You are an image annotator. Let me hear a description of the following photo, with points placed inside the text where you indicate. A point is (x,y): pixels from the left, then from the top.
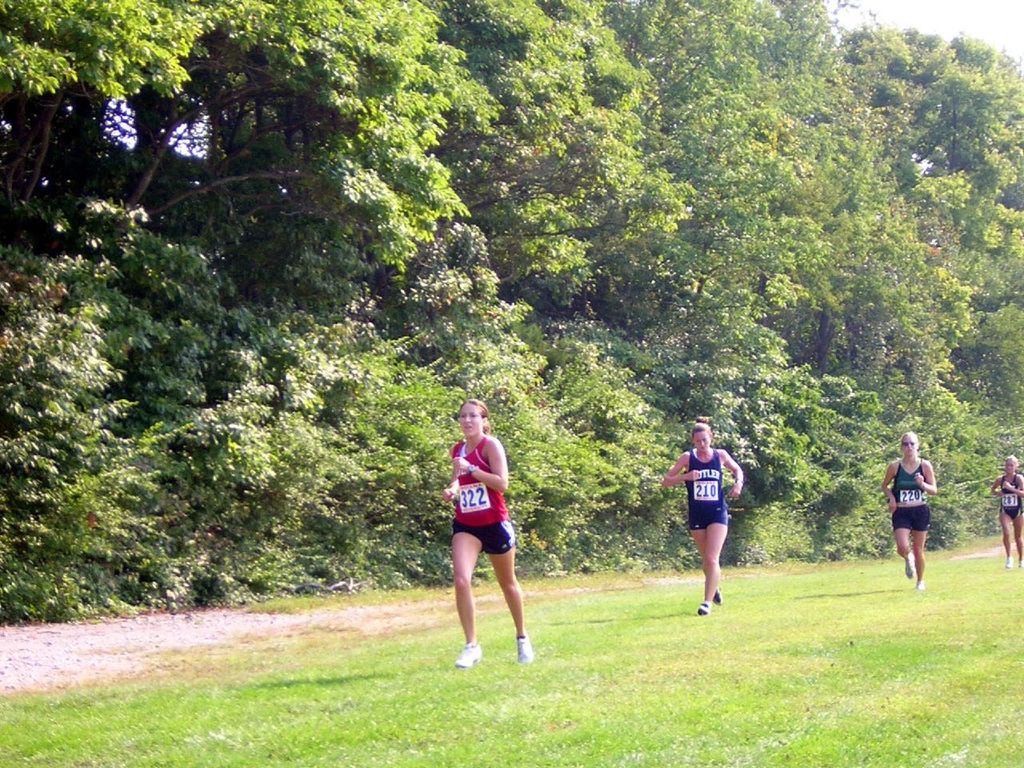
In this image I can see few persons (476,536) wearing black, red, blue and green colored dresses (717,502) are running on the ground (884,573) and I can see some grass (666,674) on the ground (765,715). In the background (733,282) I can see few trees (598,229) which are green in color and the sky (857,16).
